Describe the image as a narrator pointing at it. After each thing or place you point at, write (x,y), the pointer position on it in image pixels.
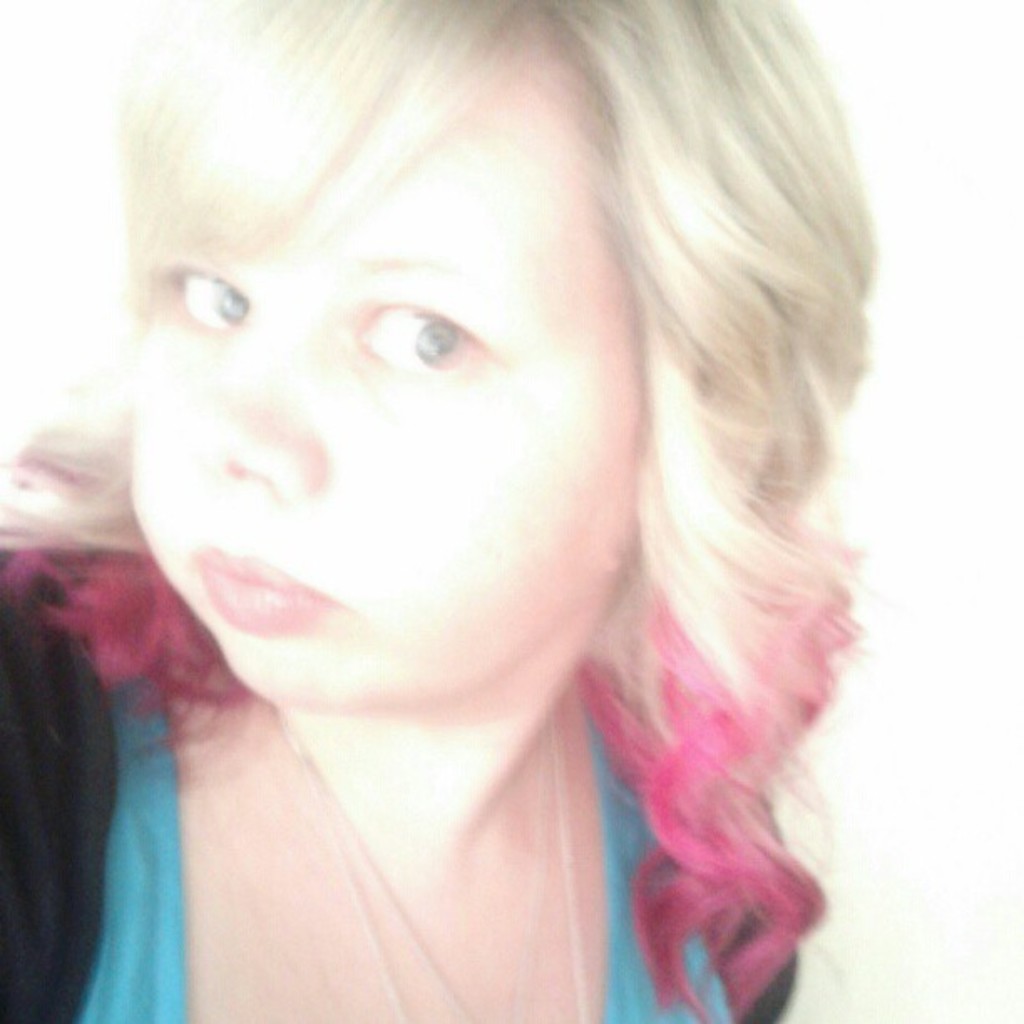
In this picture there is a woman (424,529). In the background of the image (882,567) it is white.
